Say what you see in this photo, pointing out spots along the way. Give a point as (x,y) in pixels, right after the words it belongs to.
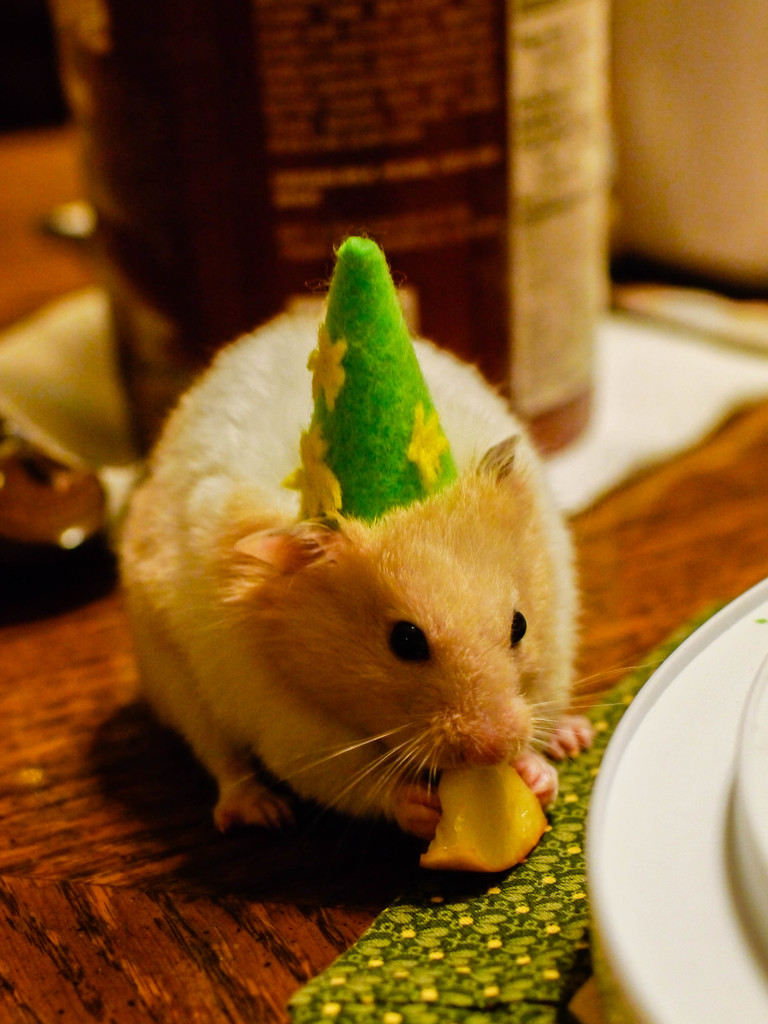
In this image a hamster (523,774) is eating fruit (482,820). There is a cap (352,448) on it. On the table (339,933) there are plates (645,844), bottle (275,161) and few other things (73,333) are there.
